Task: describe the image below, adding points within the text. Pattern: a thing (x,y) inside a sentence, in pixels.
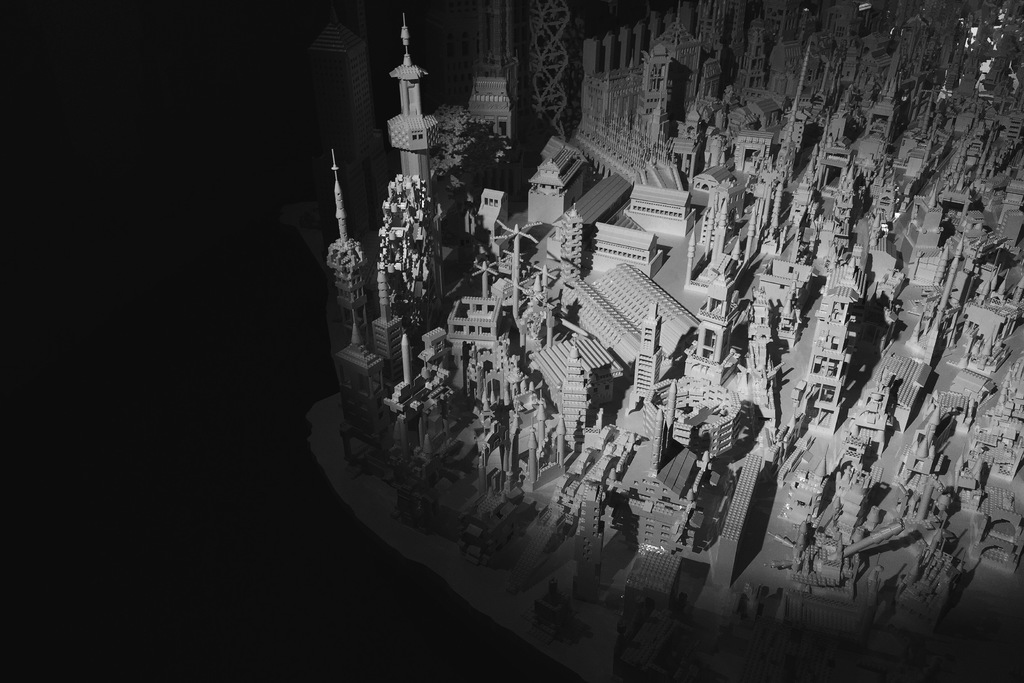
In this picture I can see miniatures (596,238) of buildings (455,302) and towers (847,269) and I can see dark background (54,329).
